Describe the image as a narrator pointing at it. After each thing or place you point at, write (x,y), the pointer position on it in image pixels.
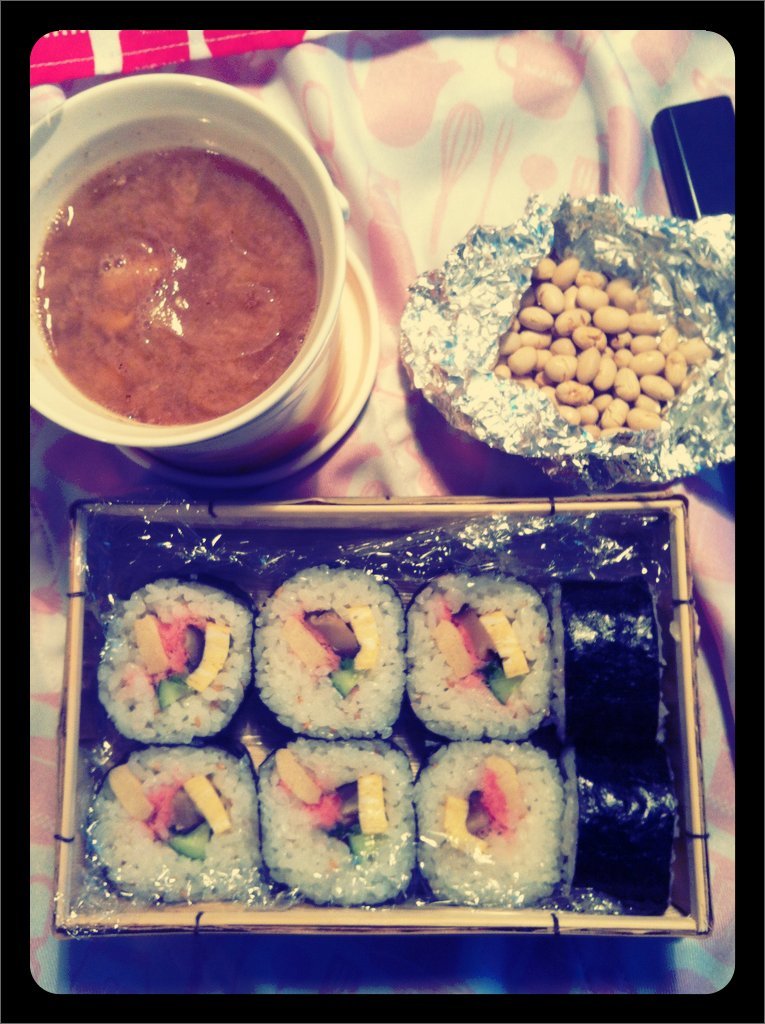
In this image I can see few food items (179,605) and they are in white, yellow, green and brown color and the food items (512,676) are in the containers (456,313) and the containers (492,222) are on the white and pink color cloth (427,190).
